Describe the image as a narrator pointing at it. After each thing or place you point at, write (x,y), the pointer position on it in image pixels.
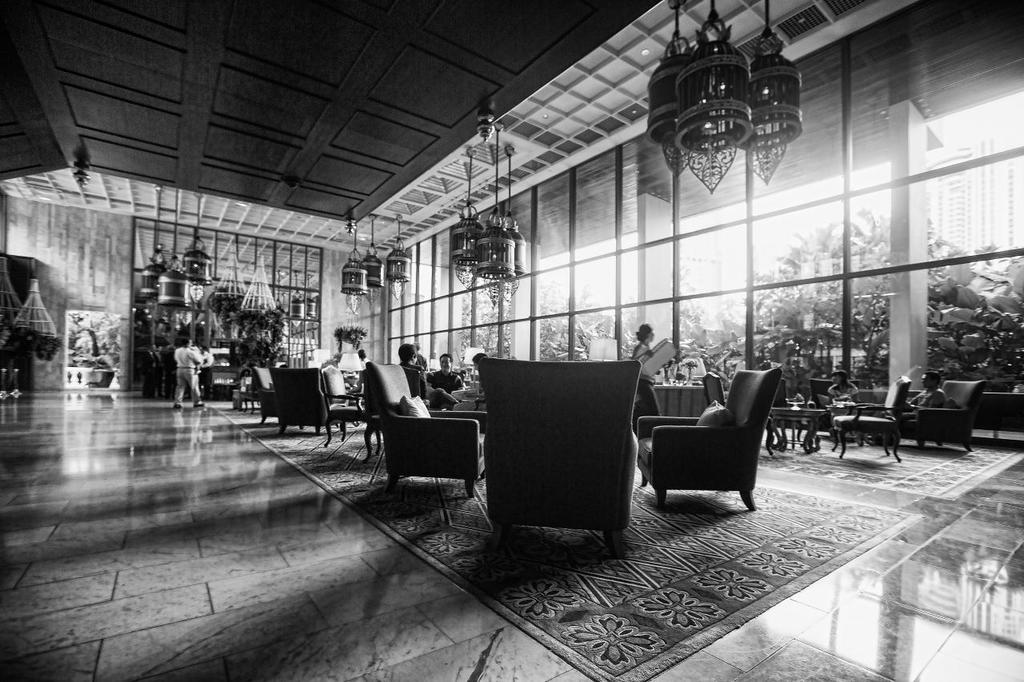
In the image there are many chairs (471,419) with pillows (717,421) and also there are tables (809,410). And on the chairs (379,386) there are few people (423,371) sitting. On the floor (157,563) there are floor mats (537,584). In the background (964,235) there is a glass wall (583,290) and also there are pillars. At the top of the image (176,116) there is a ceiling (375,142) and to the ceilings (458,182) there are lights (757,106) hanging to it. In the background (197,386) there is a person (189,366) walking. Behind the glass doors (690,270) on the right side (969,235) there are trees (773,325) and buildings (948,223).
